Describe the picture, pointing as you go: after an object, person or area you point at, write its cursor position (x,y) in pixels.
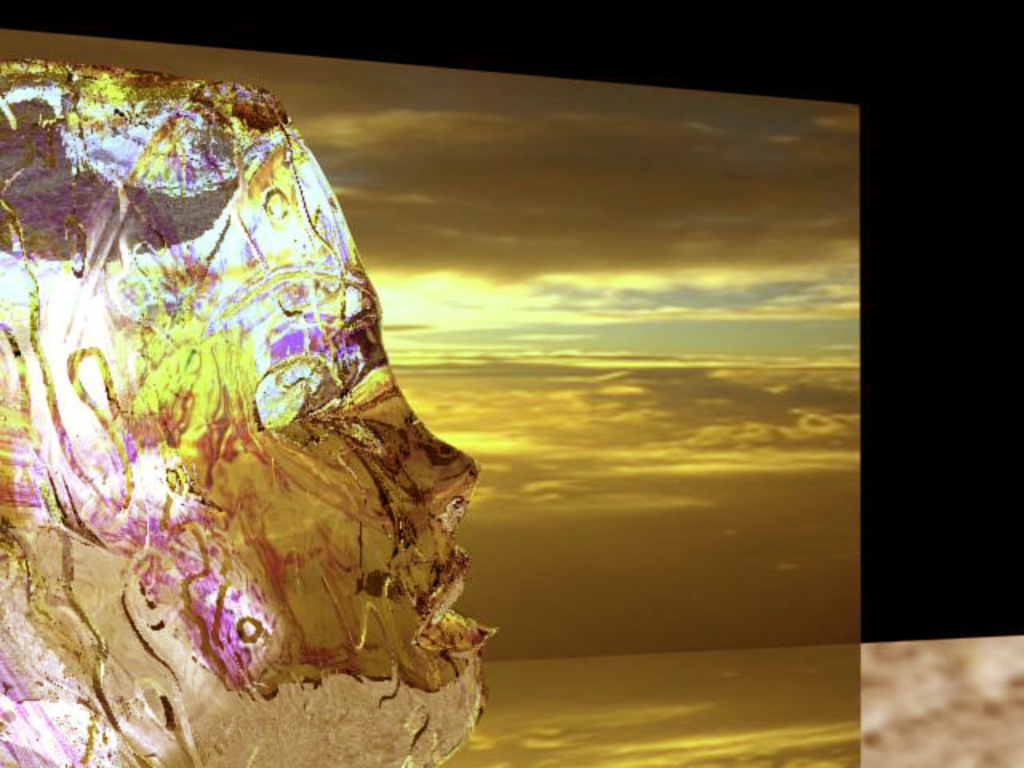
This is an edited image in this image there is a sculpture (309,514), in the background (422,154) there is a golden sheet (846,516) and a black sheet (866,529).
